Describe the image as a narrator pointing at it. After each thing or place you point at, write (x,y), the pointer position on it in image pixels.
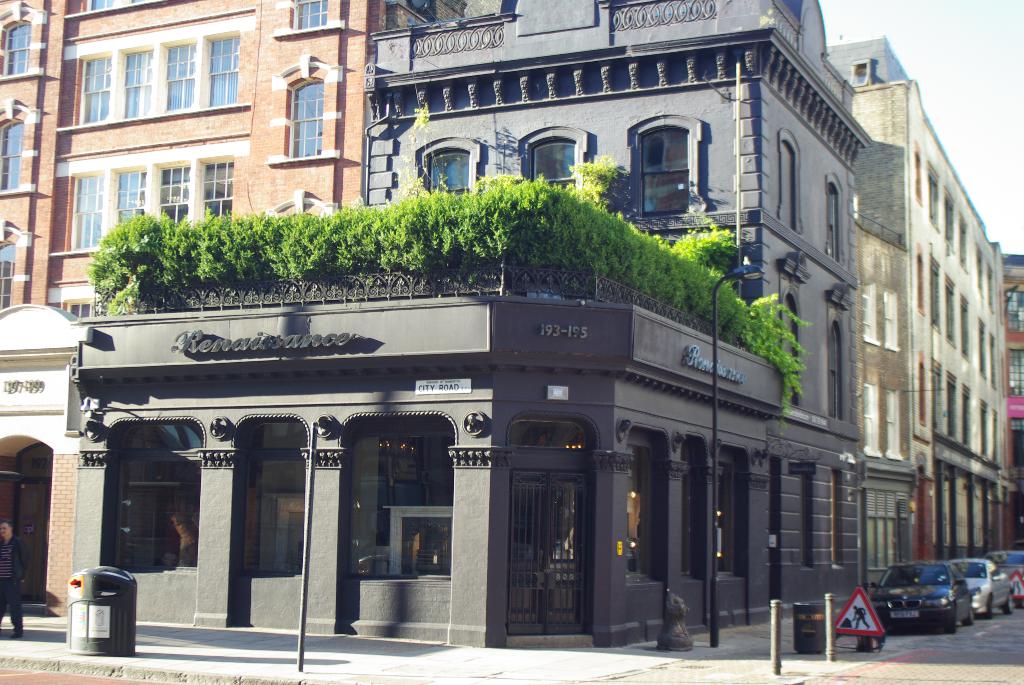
In the center of the picture (432,453) there are buildings (502,273) and plants (664,279). In the foreground (926,603) there are poles (778,638), dustbins (799,646), signboard (846,617) and cars (888,610). Sky (992,111) is sunny.
